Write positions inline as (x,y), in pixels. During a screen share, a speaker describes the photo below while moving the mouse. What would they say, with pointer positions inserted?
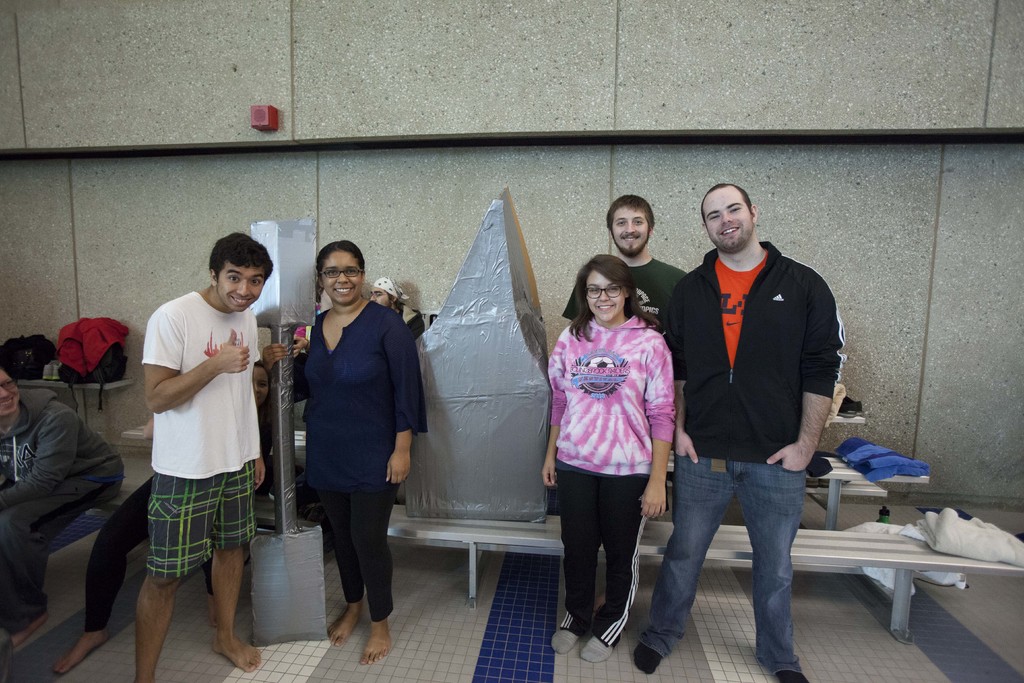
In this picture we can see a few people (216,534) standing and smiling. There is a woman (368,334) holding a grey object (268,625). We can see some towels (945,538) and another grey object (488,305) on the benches (480,536). There is a white color object (883,576) on the floor (865,610). We can see two women (117,529) sitting on the bench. There are bags (32,365) and footwear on the shelf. We can see a red object (272,117) on the wall (219,177).
